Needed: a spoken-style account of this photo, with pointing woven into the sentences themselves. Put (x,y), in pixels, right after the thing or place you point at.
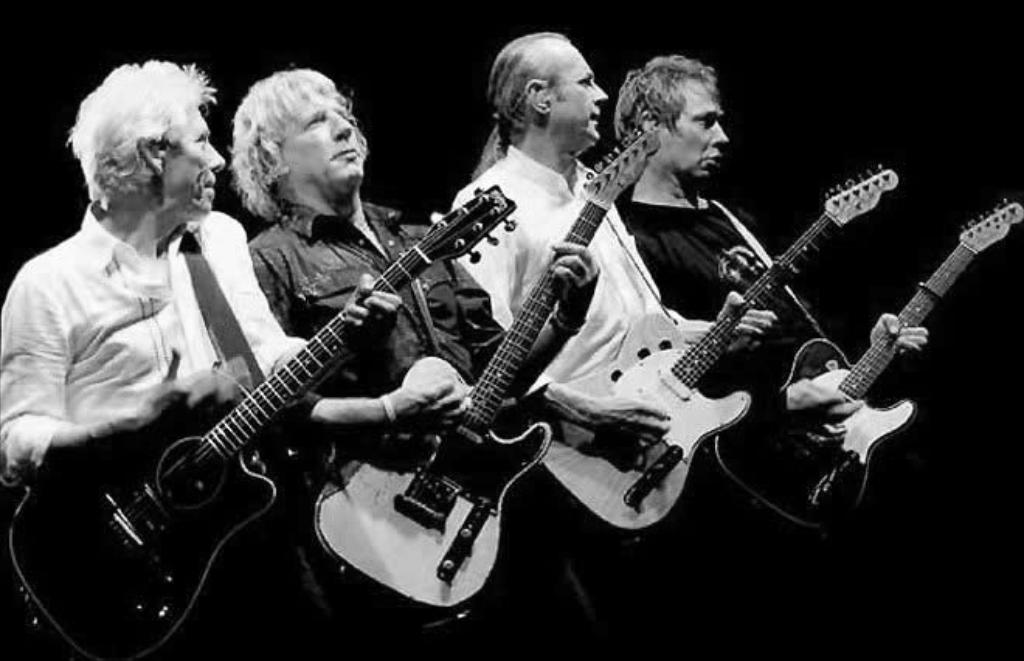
There are four persons (293,221) in this image all of them are playing the guitar (229,458). This person (501,291) wore a Shirt (541,253). He wore a T-Shirt (664,230).
